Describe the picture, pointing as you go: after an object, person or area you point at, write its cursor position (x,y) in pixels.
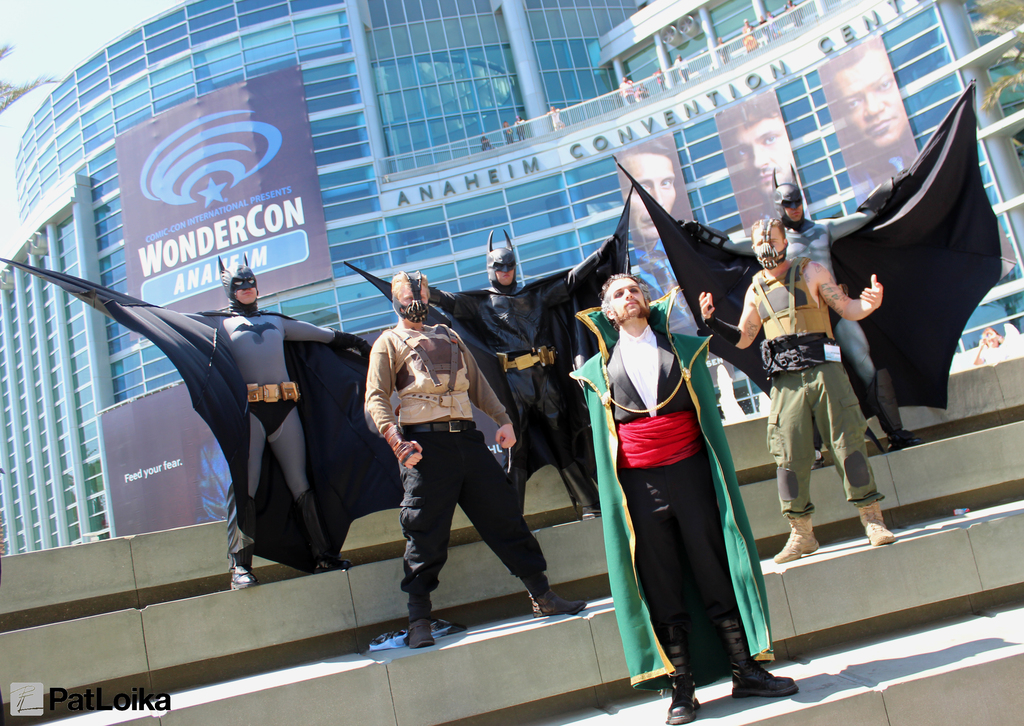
In the foreground of the picture (294,406) we can see people (468,349) in various costumes (338,465) on the staircase (761,565). In the background (447,100) there buildings (531,119), people (1008,333), banners (267,142), trees (998,90) and sky (87,42).
